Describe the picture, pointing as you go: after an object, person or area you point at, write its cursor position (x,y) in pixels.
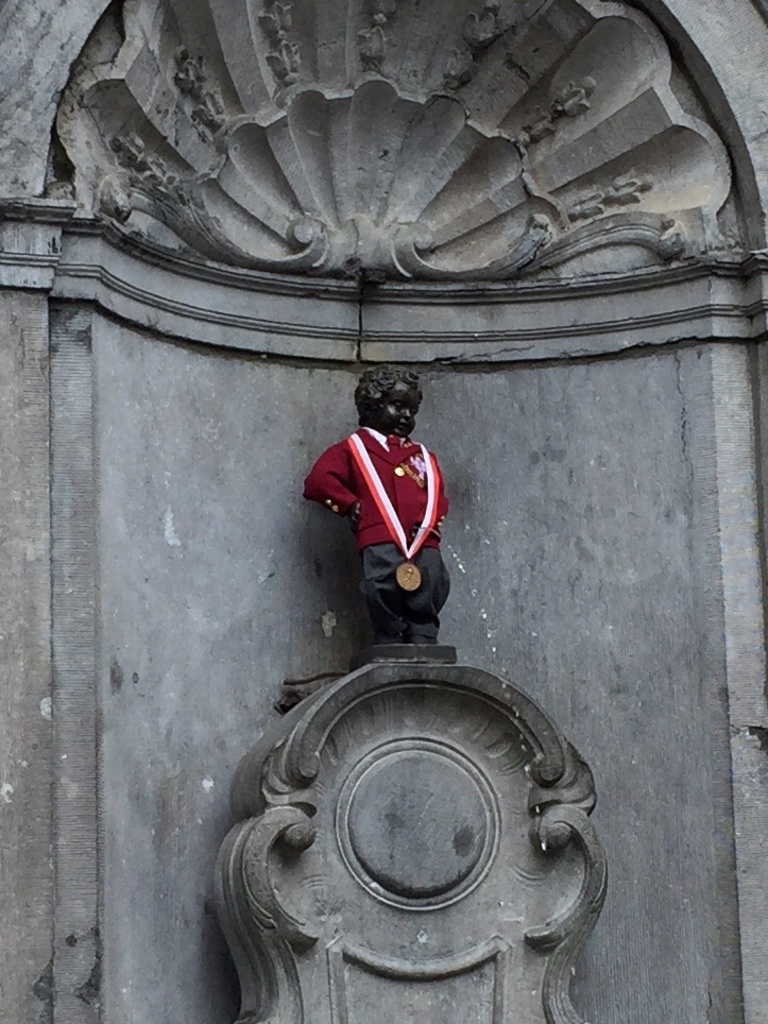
In this image I can see a statue (432,450) which is black in color and wearing red and black colored dress (412,520). I can see a rock sculpture (208,687) which is ash in color.
